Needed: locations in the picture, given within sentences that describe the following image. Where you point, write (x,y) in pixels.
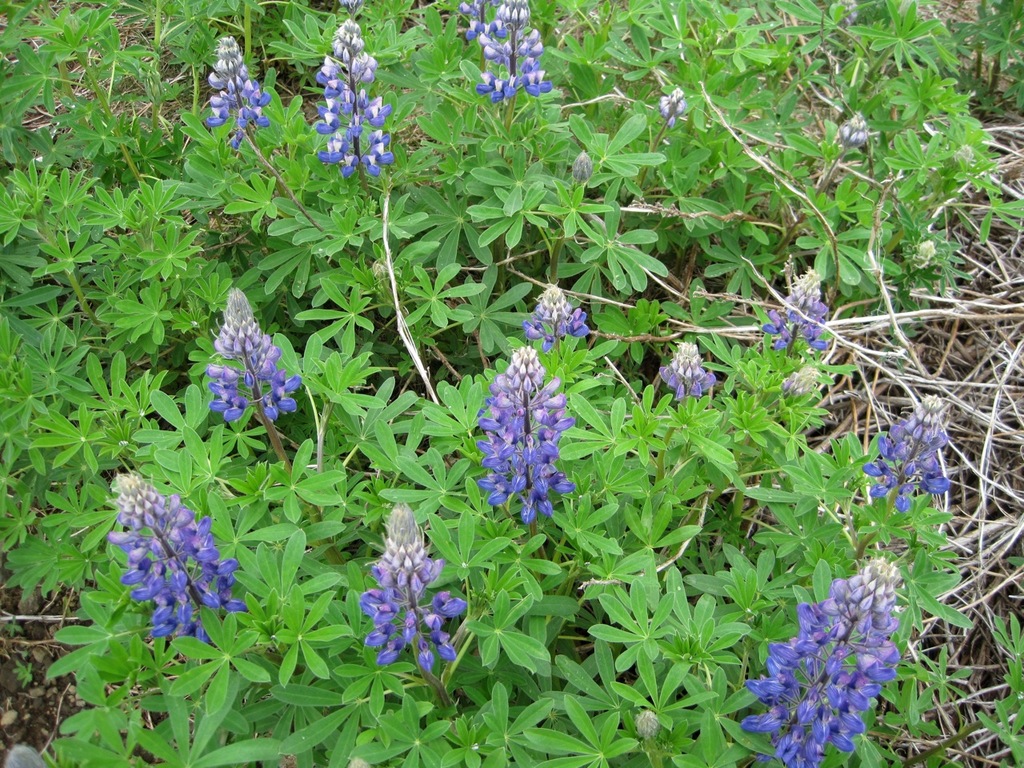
In this picture we can see a few violet color flowers (217,120), plants (244,157) and twigs (876,331) on the right side (992,347).
